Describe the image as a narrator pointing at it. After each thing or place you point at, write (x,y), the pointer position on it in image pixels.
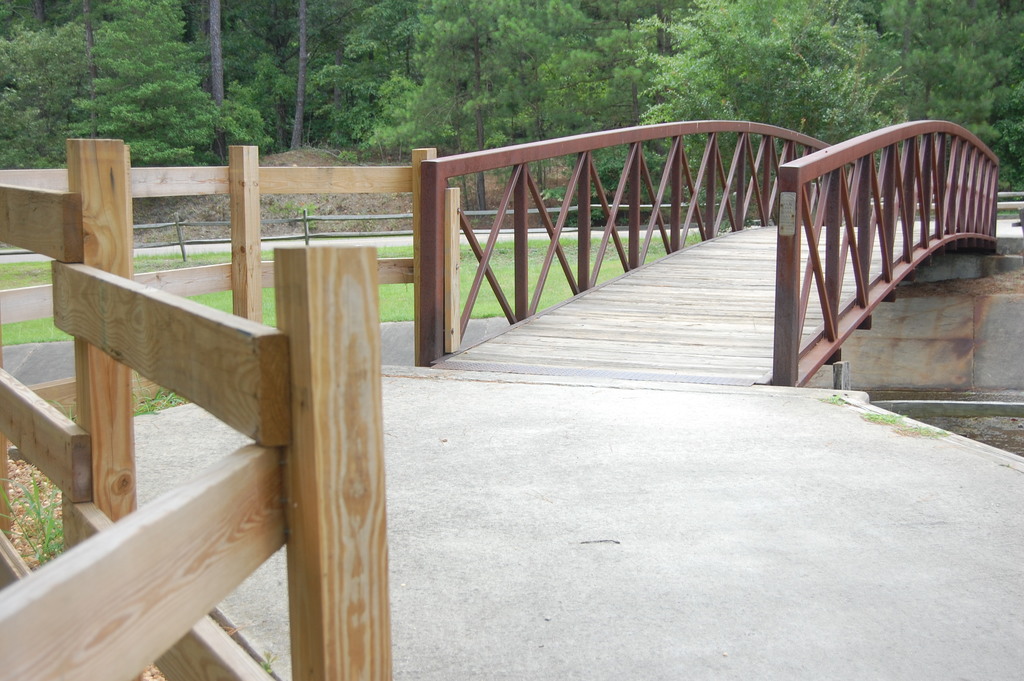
In this image, we can see the bridge (689,277). We can see the ground (975,652) with some grass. We can also see the fence (213,223) and some trees (431,77).
